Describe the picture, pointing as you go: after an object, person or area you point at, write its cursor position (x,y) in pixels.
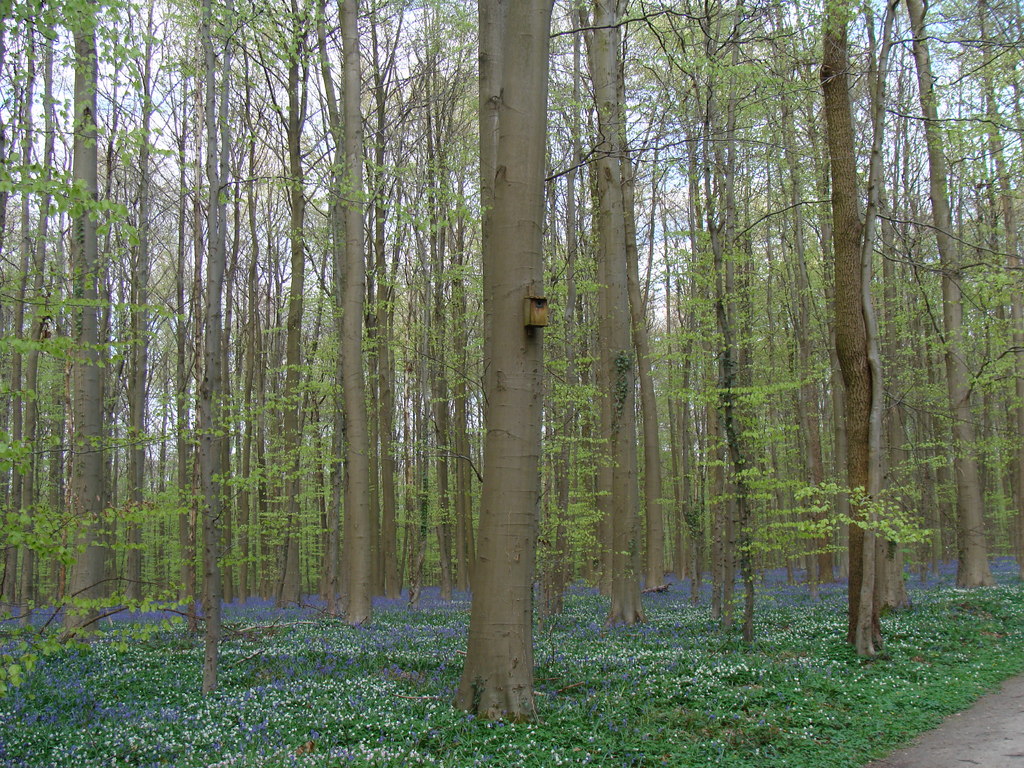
In the picture I can see the plants (910,648), trees (424,518) and the sky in the background (953,131).
